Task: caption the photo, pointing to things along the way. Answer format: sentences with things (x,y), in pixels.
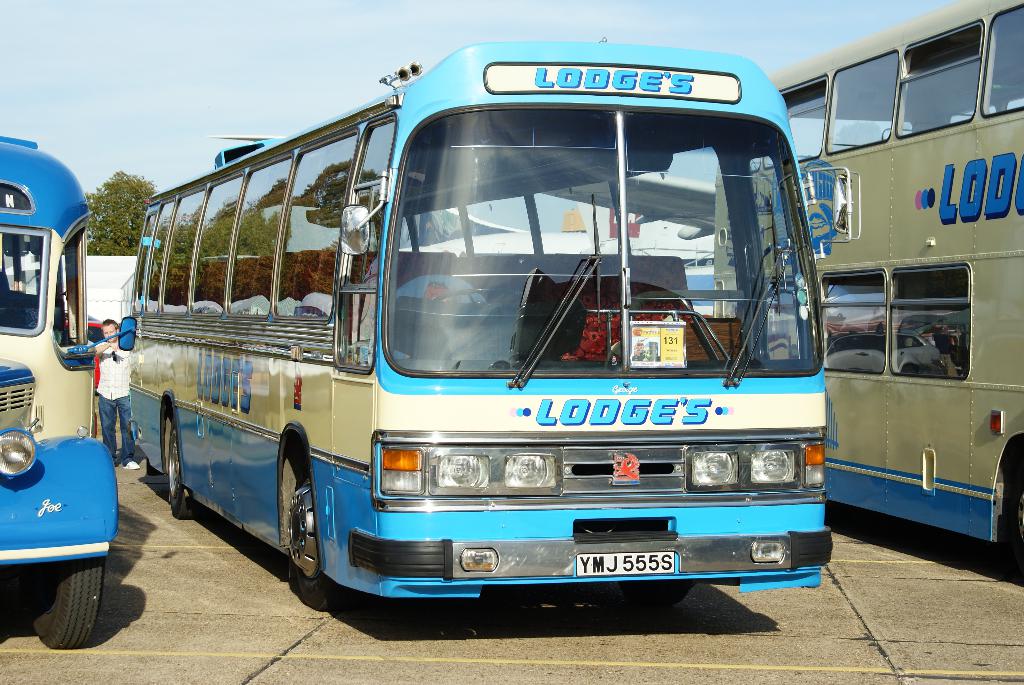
In the picture I can see some buses (419,446) which are parked, there is a person (114,387) wearing white color shirt (117,385), blue color pant (121,419) standing near the bus (81,349) and in the background of the picture (137,213) there are some trees (153,193).
